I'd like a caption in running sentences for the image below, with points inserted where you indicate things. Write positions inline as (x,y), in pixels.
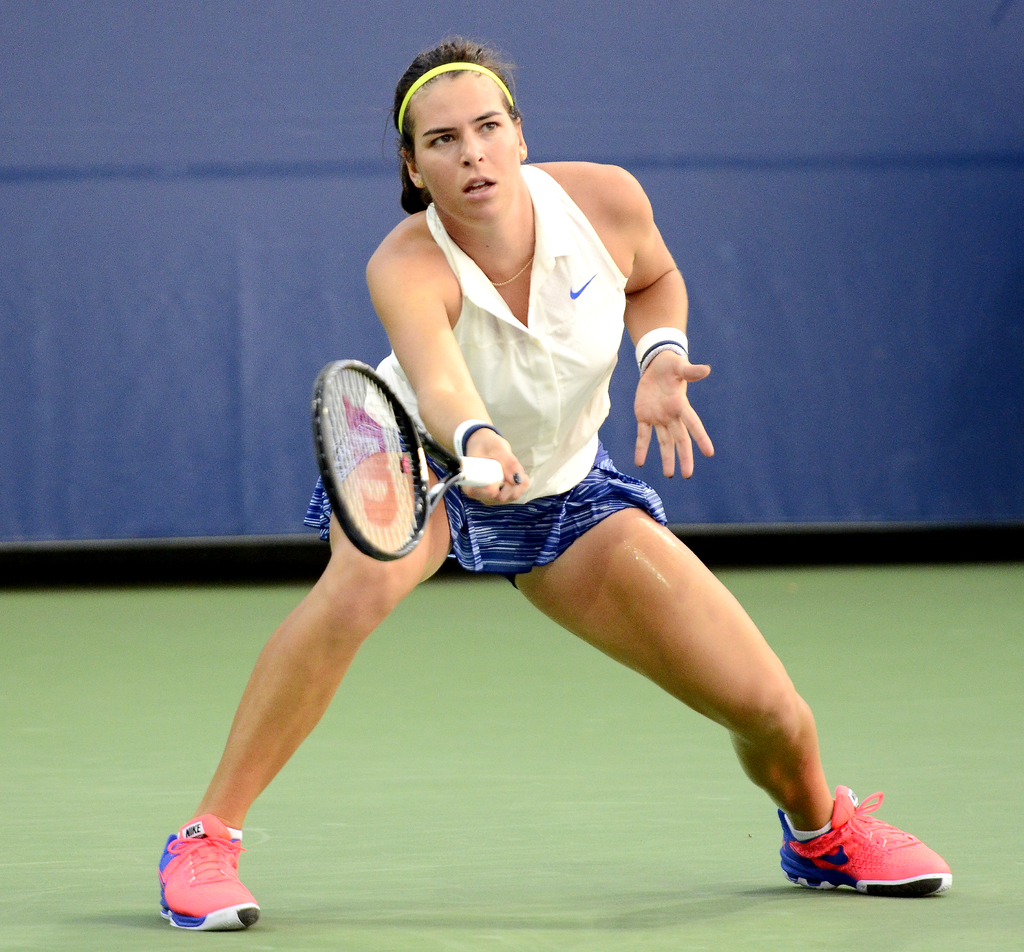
In this image I can see a person (530,474) holding racket (356,486) and she is on the ground (521,678). At the back (534,104) there is a blue sheet (796,295).
